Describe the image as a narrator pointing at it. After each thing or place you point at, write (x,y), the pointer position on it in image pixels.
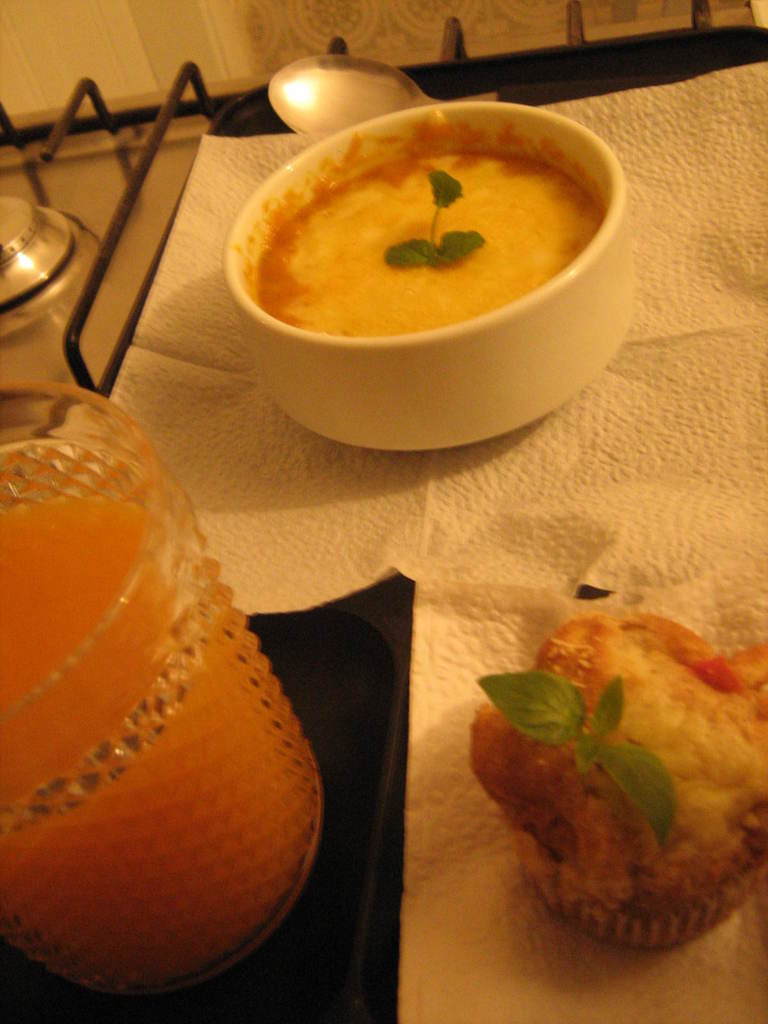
There is a white color bowl (420,362), on the left side (166,592) there is a juice glass (194,709) in this image.
